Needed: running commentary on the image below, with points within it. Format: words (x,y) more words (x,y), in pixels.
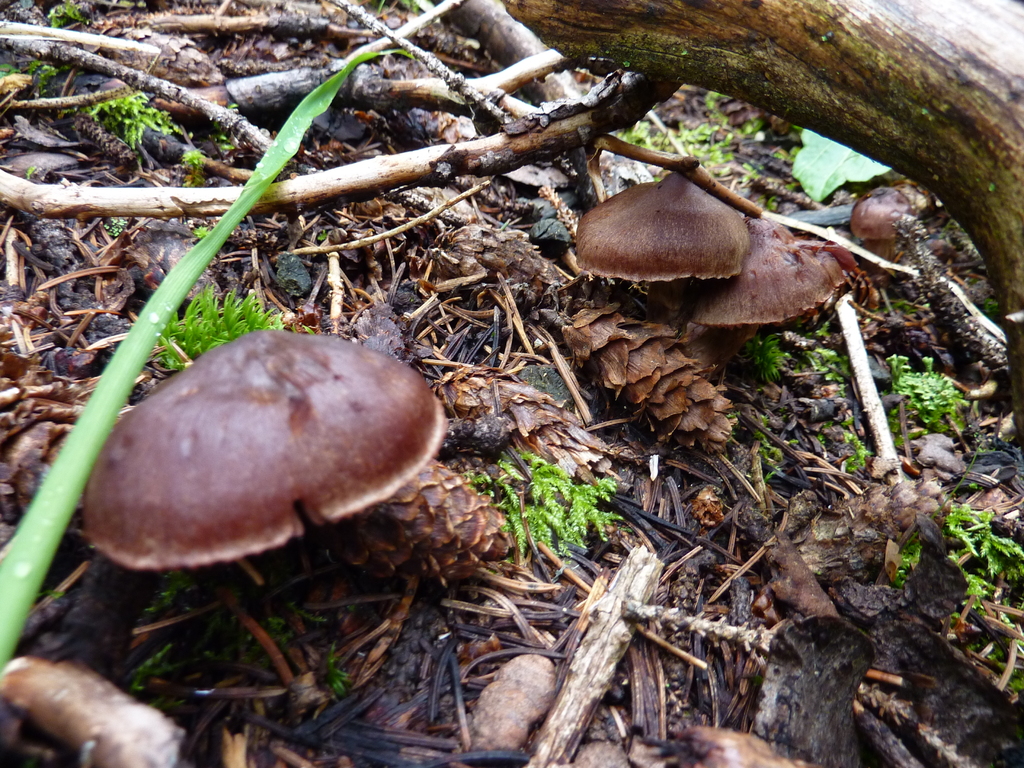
In this image we can see mushrooms (284,394). Also there are wooden pieces (300,72) and there are few plants (224,341) and there is a leaf (80,475).
